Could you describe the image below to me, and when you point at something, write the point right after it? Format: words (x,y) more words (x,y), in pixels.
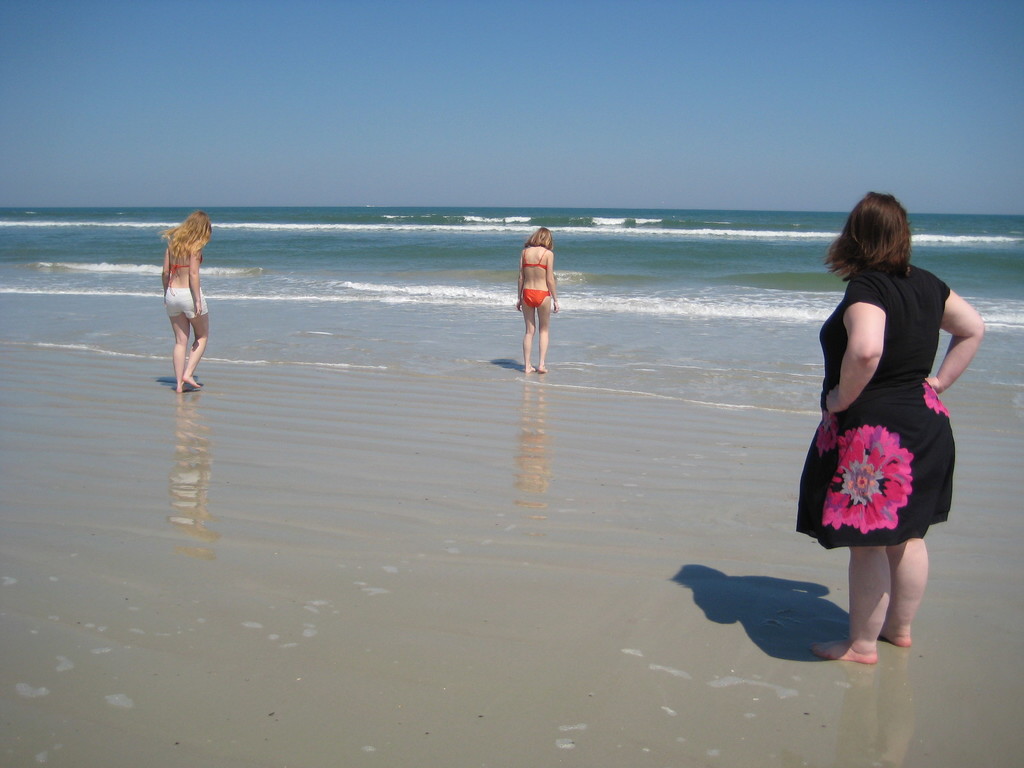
This image is clicked near the beach (558,555) where there are three women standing on the sand (666,582). IN front of them there are waves (731,279). At the top (539,75) there is the sky (478,87).
